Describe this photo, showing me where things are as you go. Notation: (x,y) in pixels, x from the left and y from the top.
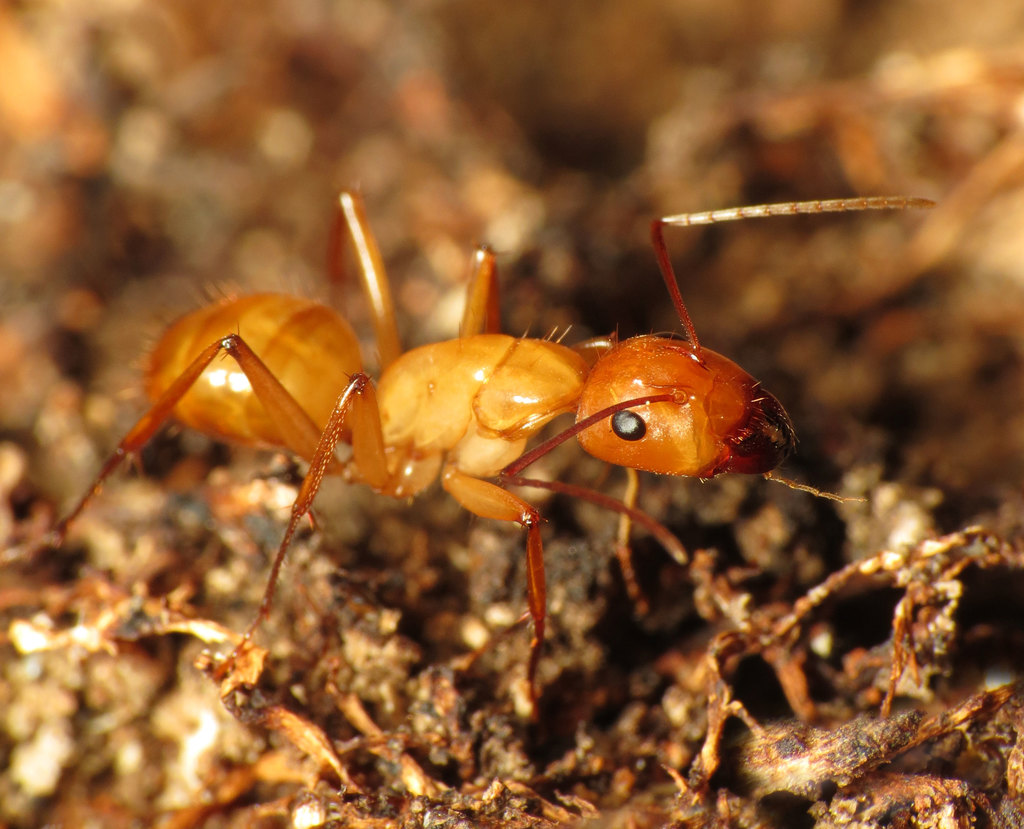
In the image we can see an ant (449,461) pale brown in color. The background (227,181) is blurred.
